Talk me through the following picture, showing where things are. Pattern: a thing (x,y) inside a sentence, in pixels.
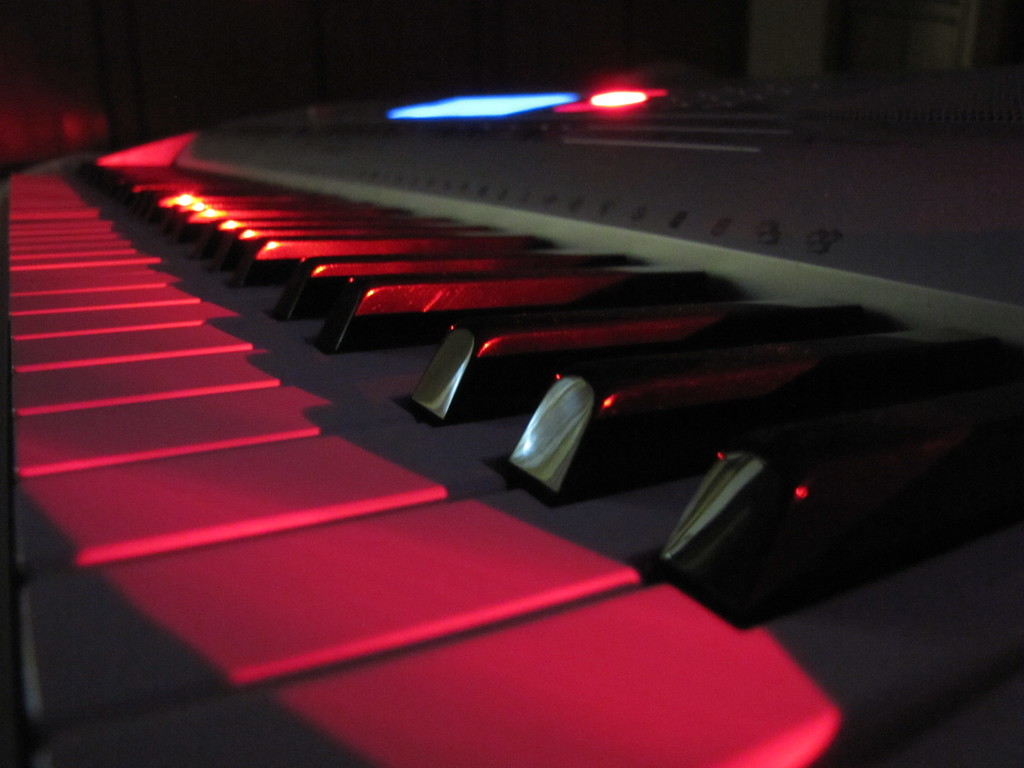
In the above picture its a keyboard (552,292) which is red and black in color. There is light (600,107) glowing on it on the top of the key board (611,97) which is in the middle of the picture (394,268) and there is blue color screen (494,97) small blue color screen (502,95) which is beside the red color light (621,99) in the above picture. There are number of keys (591,306) on the keyboard (546,395) in the above picture.
